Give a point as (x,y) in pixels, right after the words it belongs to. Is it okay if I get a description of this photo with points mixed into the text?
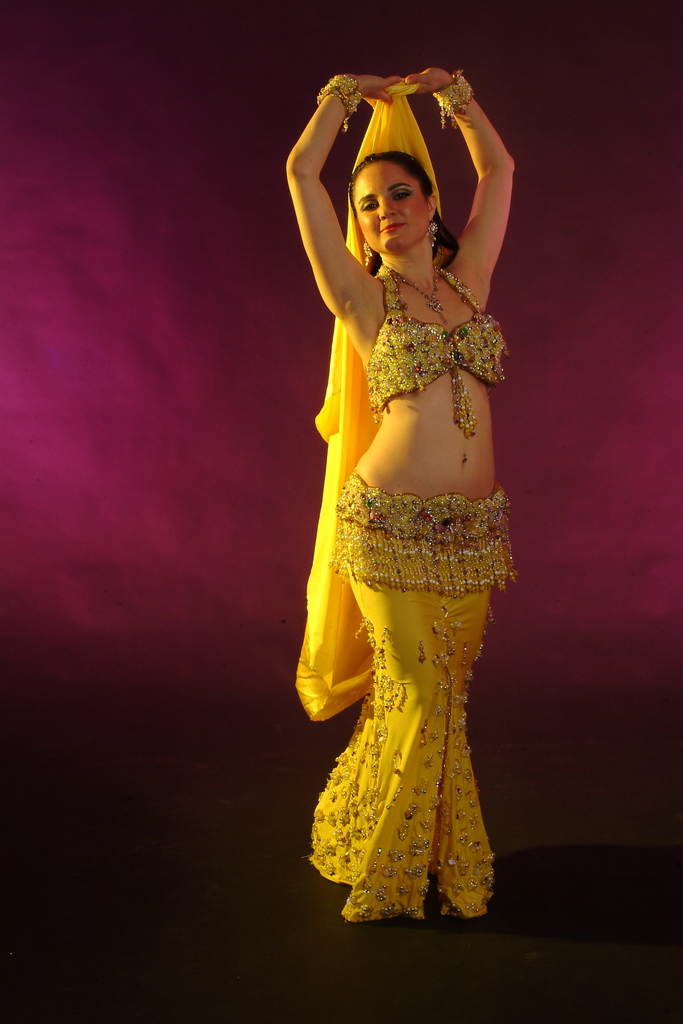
In the foreground of this image (443,604), there is a woman (421,366) in yellow color dress (417,753) standing on the floor (335,965) and there is a color background (149,369).
